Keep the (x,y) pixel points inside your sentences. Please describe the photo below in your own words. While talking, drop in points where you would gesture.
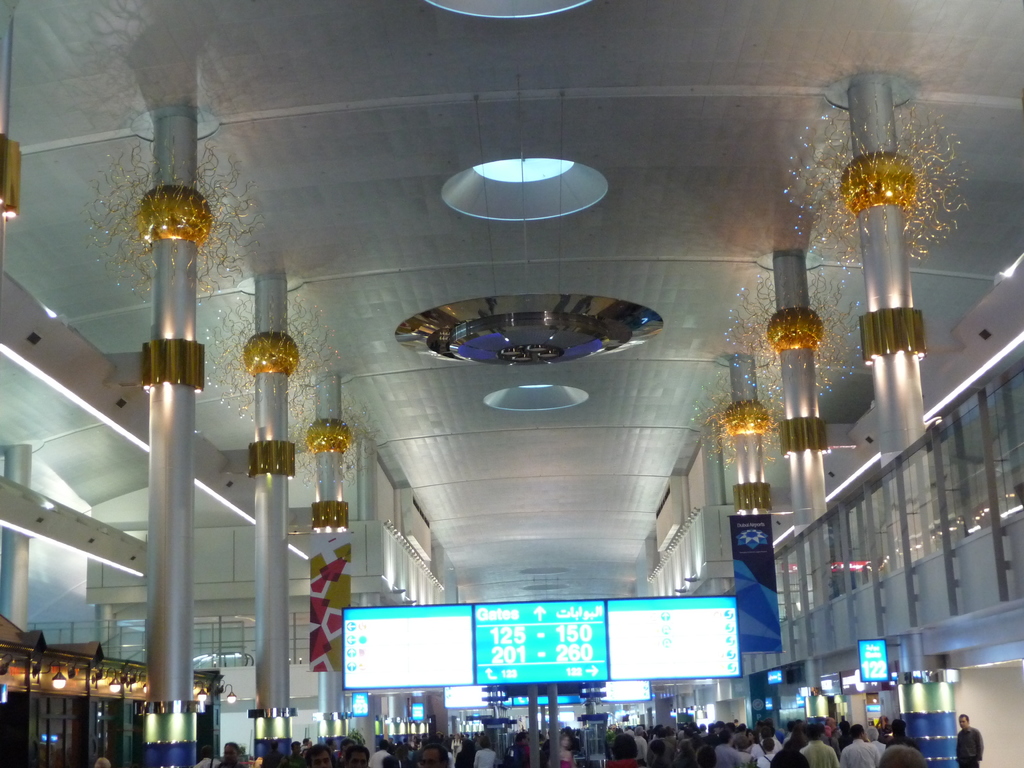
In this image we can see people's (374,766), screens (519,666), banners (757,533), pillars (153,755), ceiling (540,42), lights (288,367), boards (737,661), and few objects (14,732).
